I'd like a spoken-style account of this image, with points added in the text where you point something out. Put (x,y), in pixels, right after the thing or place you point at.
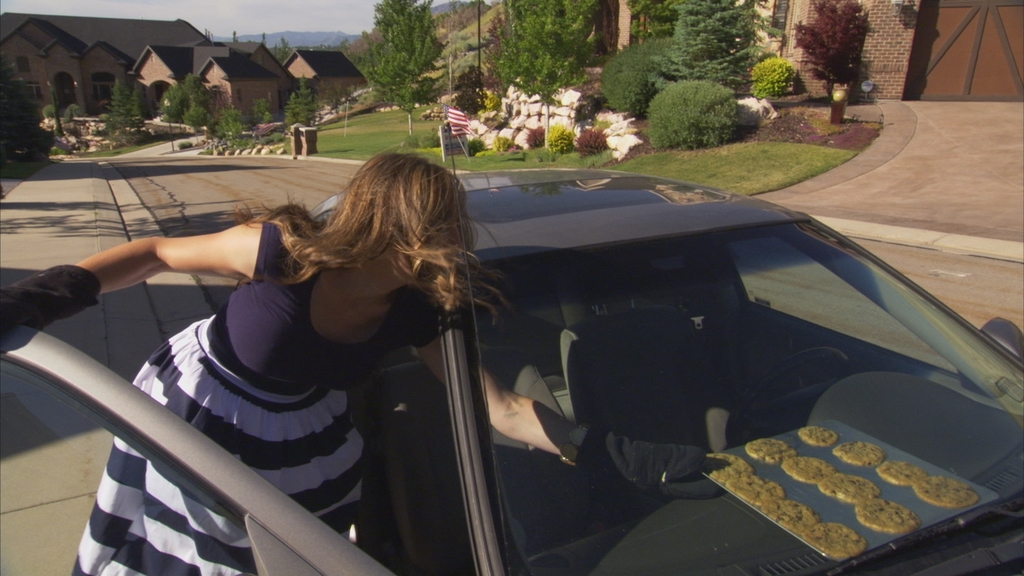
In the picture there is a road (1000,274), on the road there is a car (937,549) present, there is a woman (174,263) placing a tray (811,506) of cookies (827,471) in the car (637,336), there are houses (161,87), there are trees (290,107), there are stones (228,155), there is a gate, there is a clear sky (282,27).
